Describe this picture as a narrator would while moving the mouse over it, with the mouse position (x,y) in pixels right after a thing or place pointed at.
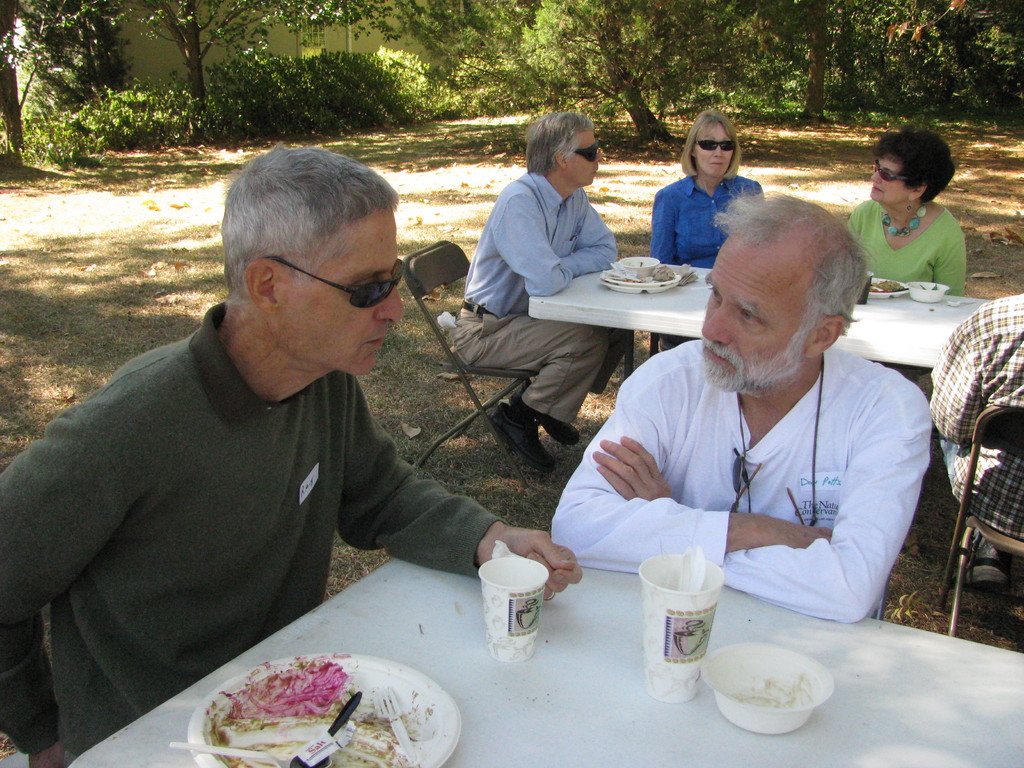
This is outside area, there are 2 tables (529,735) here, few people (463,505) are sitting here and few people (713,197) are sitting here on the chair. On the table (479,720) we can see food items (321,728), cups (528,615) and bowl (782,695). In the background (321,71) we can see trees (442,67).
